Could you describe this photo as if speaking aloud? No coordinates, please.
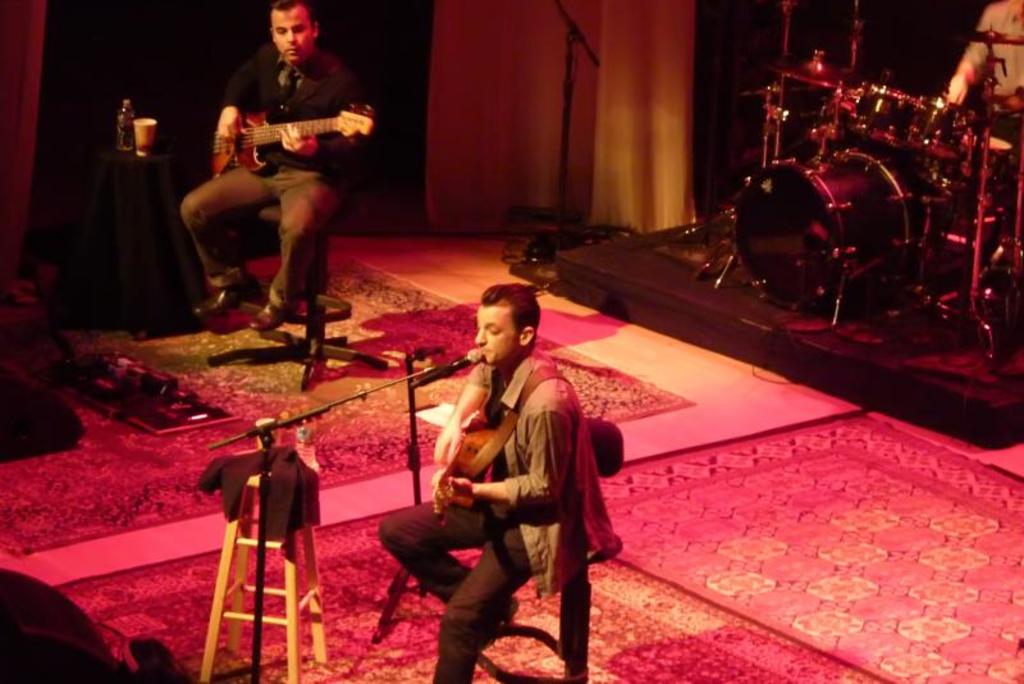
They are sitting on a chair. They are playing musical instruments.
